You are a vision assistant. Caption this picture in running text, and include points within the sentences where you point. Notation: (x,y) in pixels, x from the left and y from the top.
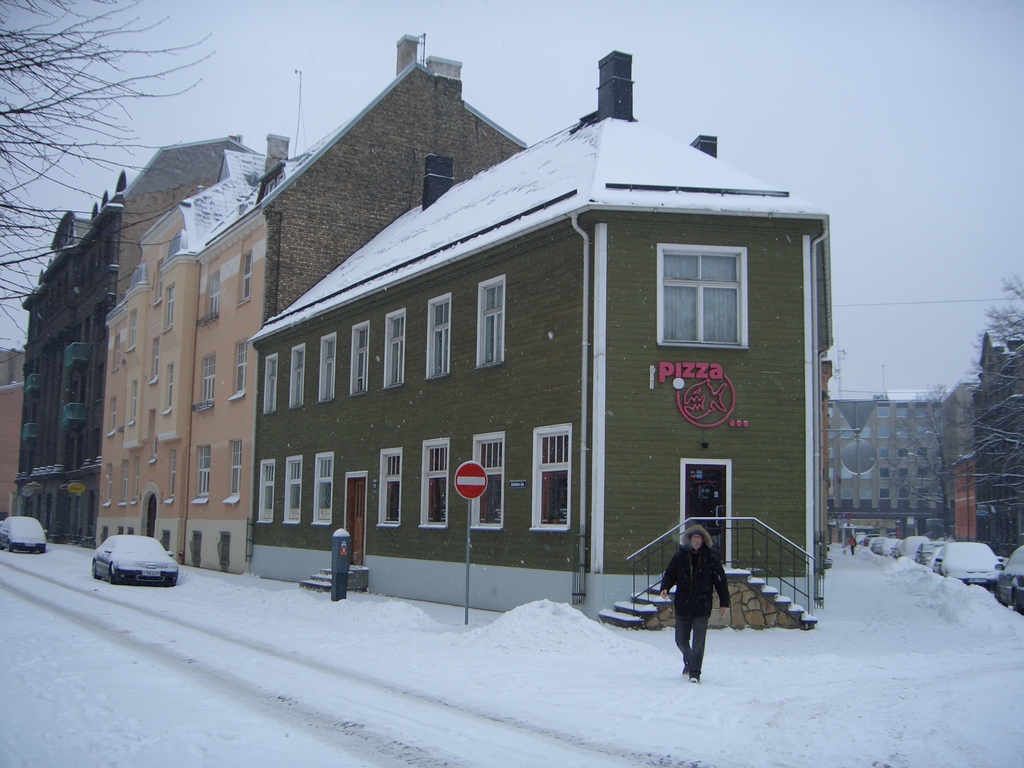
In this image we can see a few buildings (353,371) and vehicles (136,584), there are some windows (502,490), doors (364,506), sign boards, staircases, trees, grills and snow (417,681), in the background (749,148) we can see the sky (819,152).
